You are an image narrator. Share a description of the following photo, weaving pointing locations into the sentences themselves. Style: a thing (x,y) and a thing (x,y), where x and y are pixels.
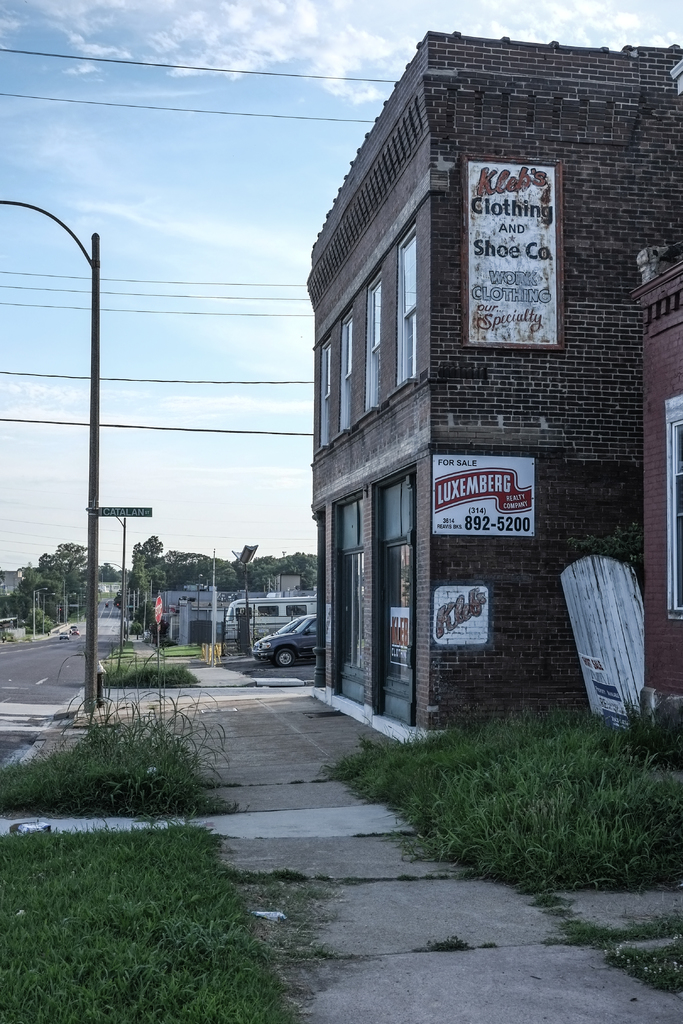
This image consists of a building (568,390) on which there are boards (561,344). At the bottom (129,938), there is green grass (138,937). To the left (28,650), there is a road (3,659). In the front (97,649), there is a pole (89,680). At the top (198,176), there are clouds (266,243) in the sky (275,185).
